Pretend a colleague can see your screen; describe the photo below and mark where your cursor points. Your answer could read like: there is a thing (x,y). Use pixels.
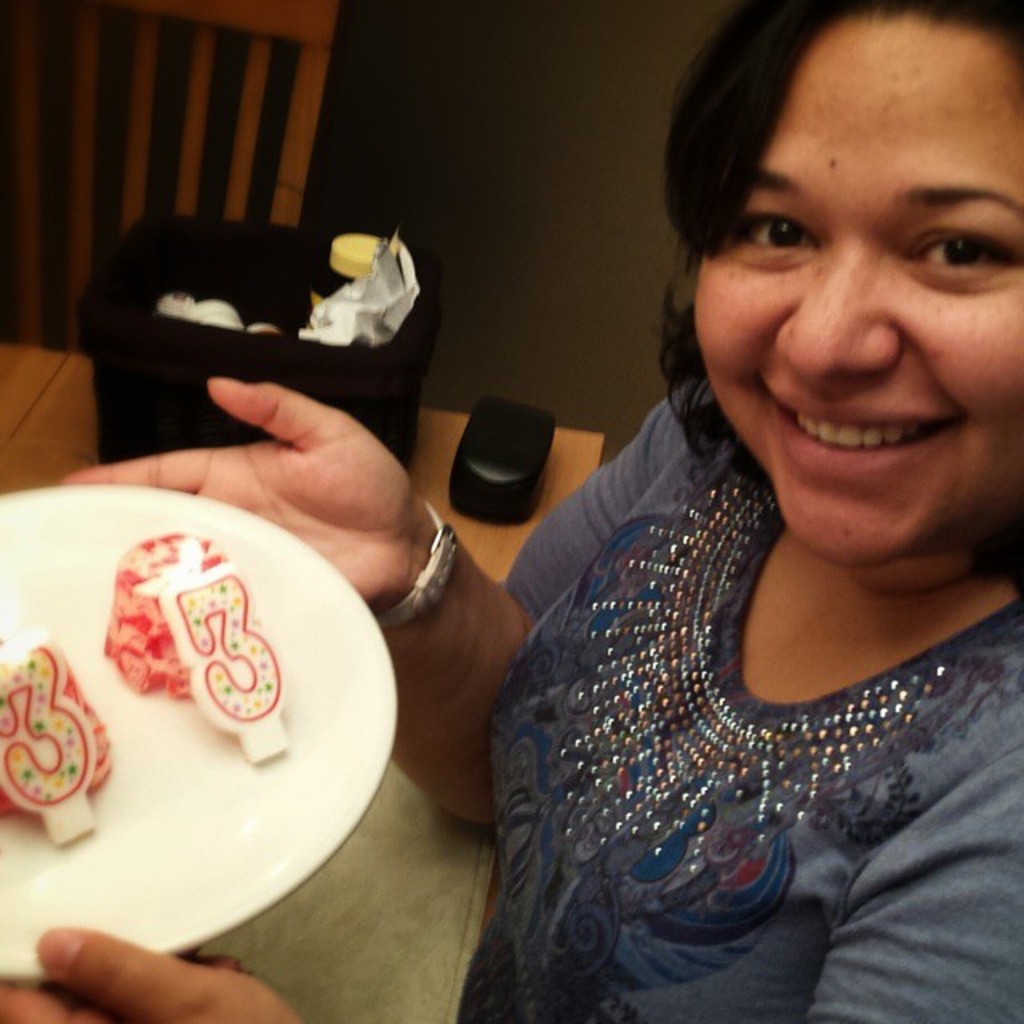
In this image, I can see a woman (700,770) smiling and holding a plate (187,881) with candles (206,646). I can see a box (472,442), objects (213,315) in a basket (373,365) and a cloth (402,859) on a table (444,515). In the top left side of the image (294,157), it looks like a chair (302,187). In the background (445,153) there is a wall (505,256).
